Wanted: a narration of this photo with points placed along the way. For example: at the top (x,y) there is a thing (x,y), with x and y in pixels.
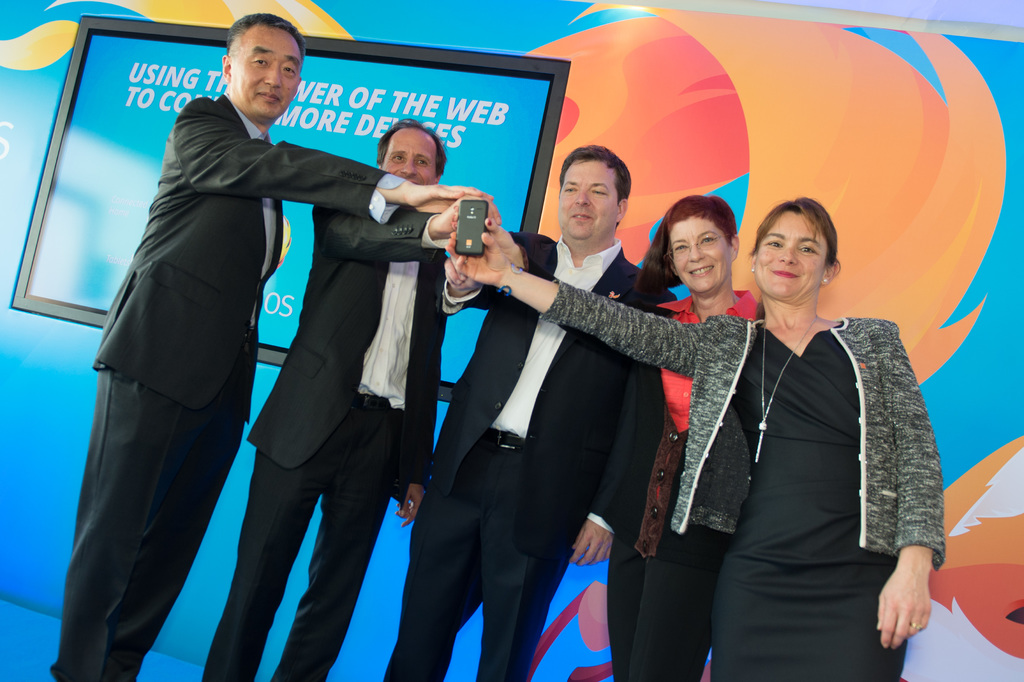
In this picture we can see group of people (356,197), they are all smiling, and they are holding a mobile phone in their hands (465,279), in the background (499,169) we can see a hoarding (767,144).
